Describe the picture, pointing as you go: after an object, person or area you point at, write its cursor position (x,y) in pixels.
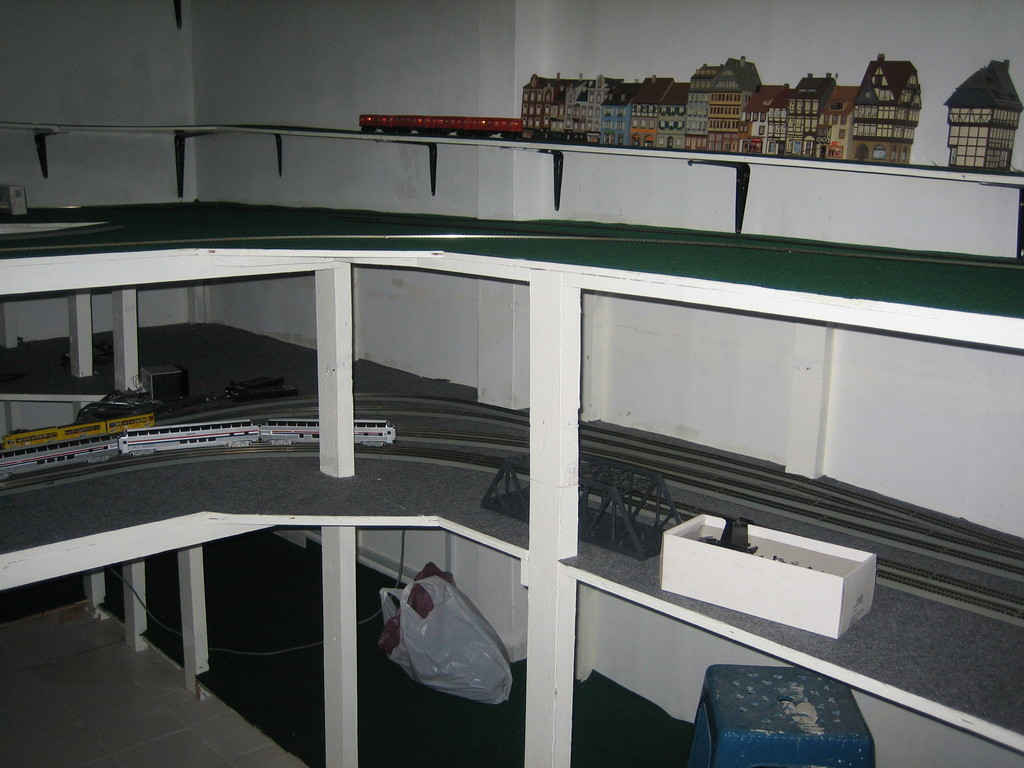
In this image I can see at the top (898,96) it looks like a miniature (842,107), there are buildings (652,126) and a railway train tracks (432,447) in the racks (330,441). At the bottom (439,668) there is the white color cover (493,649).
